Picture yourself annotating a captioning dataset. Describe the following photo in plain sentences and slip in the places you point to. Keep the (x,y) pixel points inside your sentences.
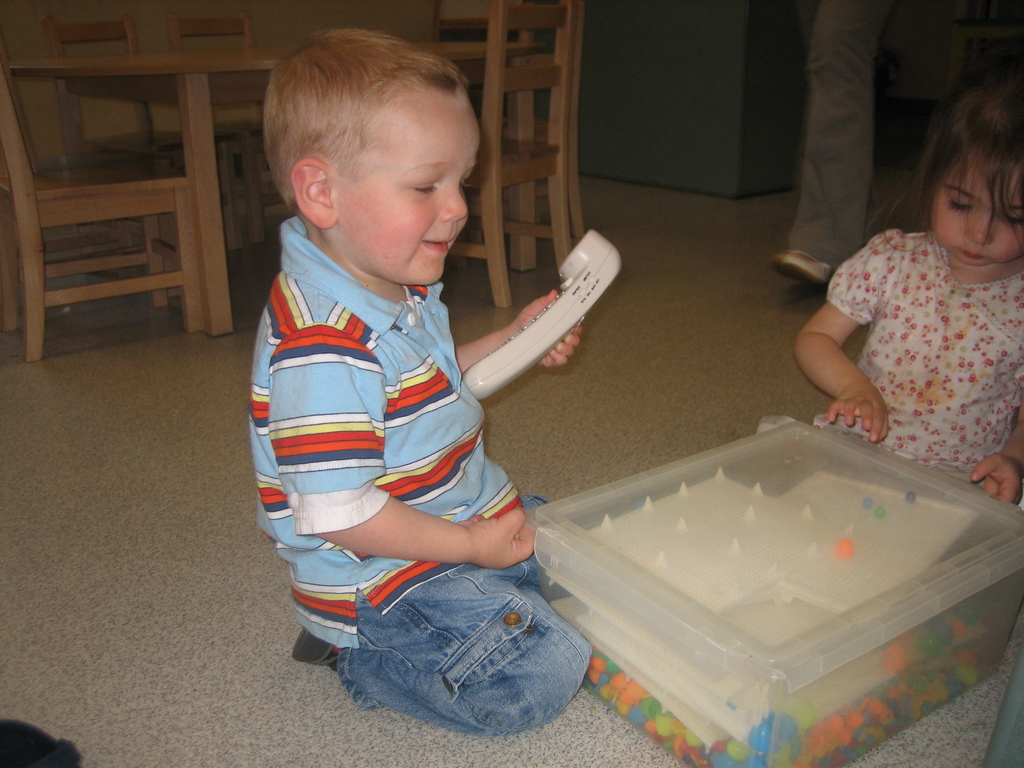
In this image there are two kids (323,361) in between them there is a box (691,514), in the background (227,85) there is a table (207,94) around the table (192,140) there are chairs (539,75).
